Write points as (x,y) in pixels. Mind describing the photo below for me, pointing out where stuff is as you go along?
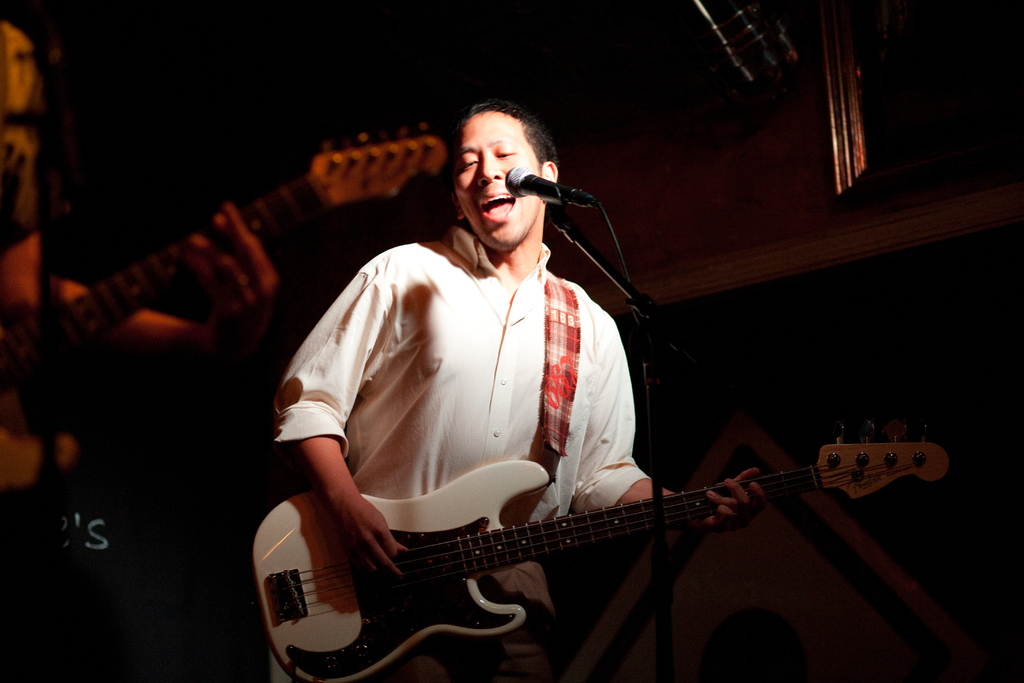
Background (197,101) is dark. Here we can see one man (503,405) wearing white shirt (501,400), standing in front of mike (547,189) singing and playing guitar (496,522). At the left side of the picture (80,331) we can see a person (115,340) holding guitar (326,185) and its blurry and dark.
